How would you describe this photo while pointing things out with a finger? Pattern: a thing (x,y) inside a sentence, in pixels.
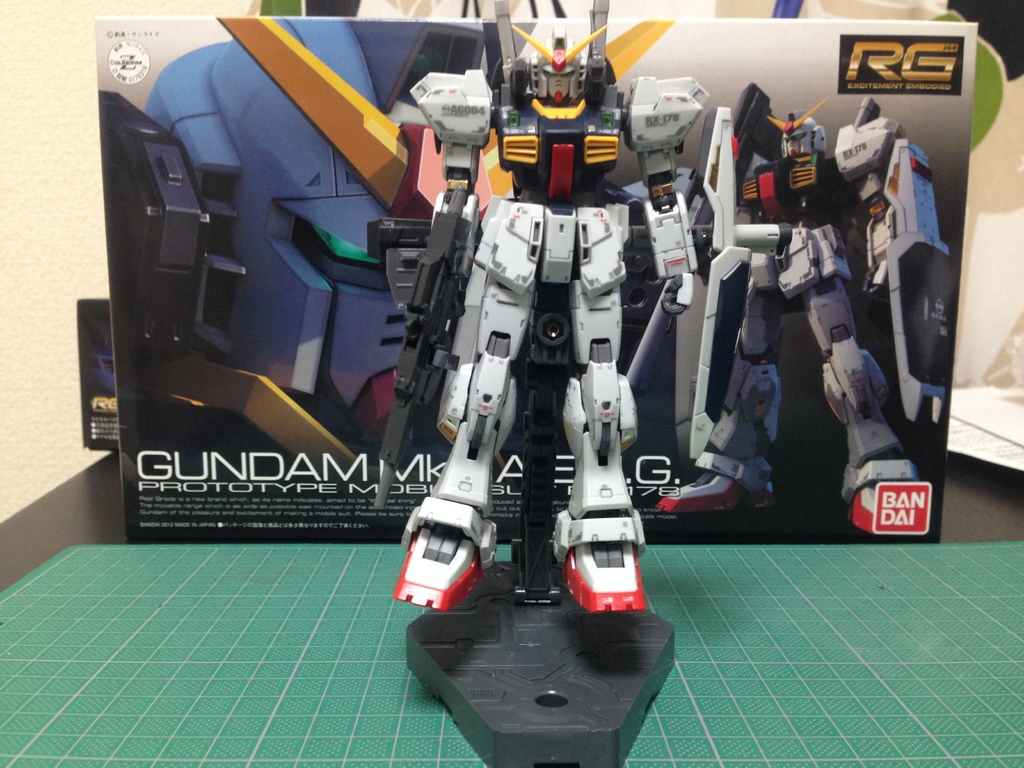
In this image I can see a robot toy (560,228) which is white, red, black and yellow in color on the green colored object (316,637). In the background (334,327) I can see the box (288,270) and the cream colored wall (57,159).
